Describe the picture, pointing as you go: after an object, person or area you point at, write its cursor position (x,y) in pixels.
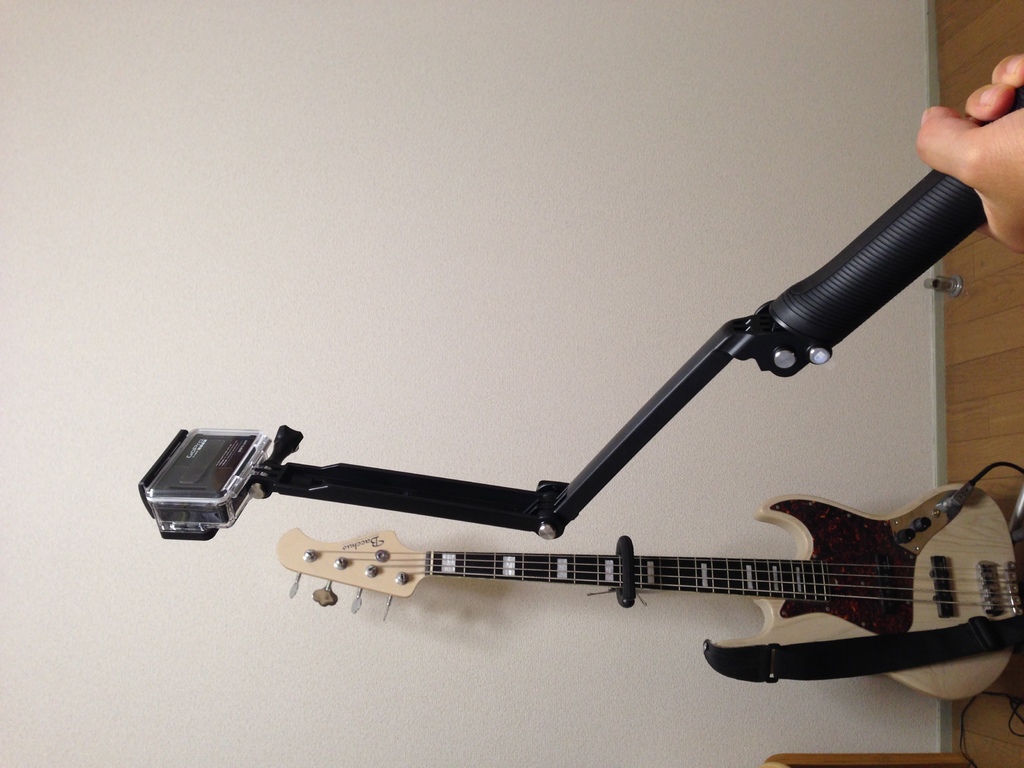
In this image I can see a guitar (897,563) which is cream in color attached to the wall (280,515). This looks like a stand (713,367) which is black in color holded by a person (968,154) in his hand (981,156). This is the wooden floor (978,377). this is the wall (538,151).
